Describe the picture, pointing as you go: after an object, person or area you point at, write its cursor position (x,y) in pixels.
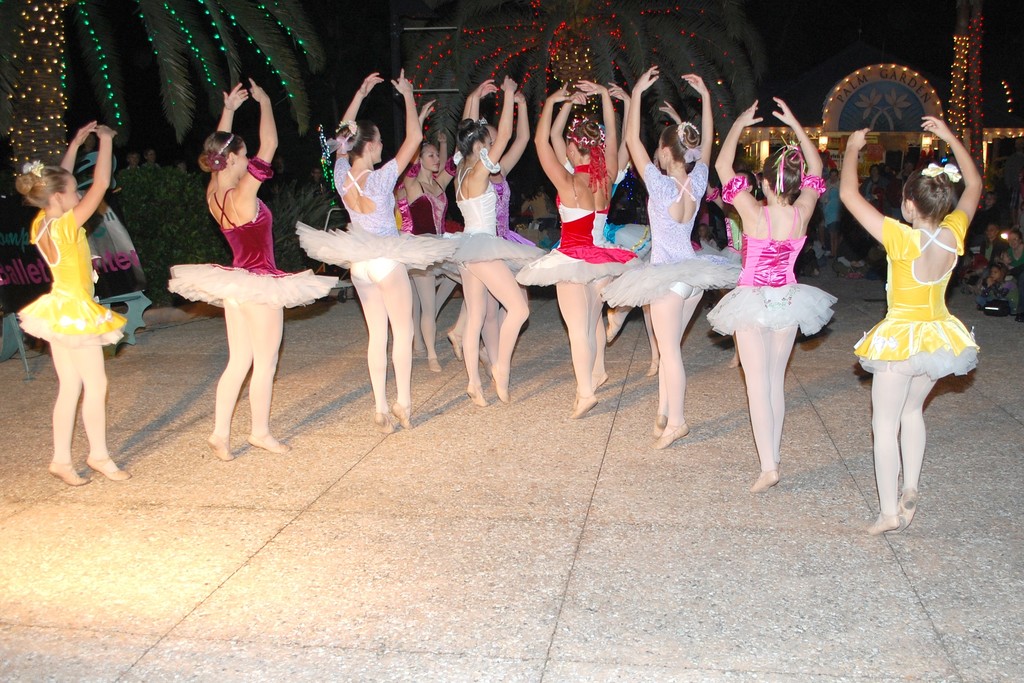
This picture shows a group of girls (696,175) dancing on the floor (338,661) and we see few trees (966,83) with the lighting (959,107) and we see few people (857,245) seated and watching and we see a building (894,103) with serial lights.
